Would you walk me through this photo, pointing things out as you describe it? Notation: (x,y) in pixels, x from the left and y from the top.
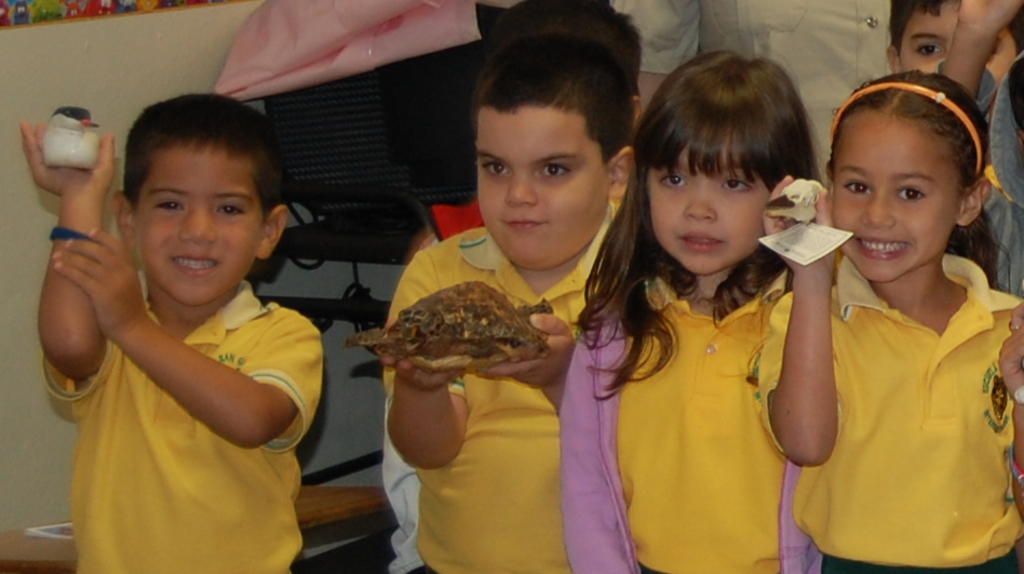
In the picture we can see four children (255,378) wearing yellow color T-shirts (488,383) are standing here. The child (168,403) on the left side (254,423) is holding a bird (88,135) and this child (399,279) is holding the turtle (486,357) and these two girls (744,245) are standing here. In the background (913,23), we can see a chair (308,170) and a few more people (808,72) standing here.
